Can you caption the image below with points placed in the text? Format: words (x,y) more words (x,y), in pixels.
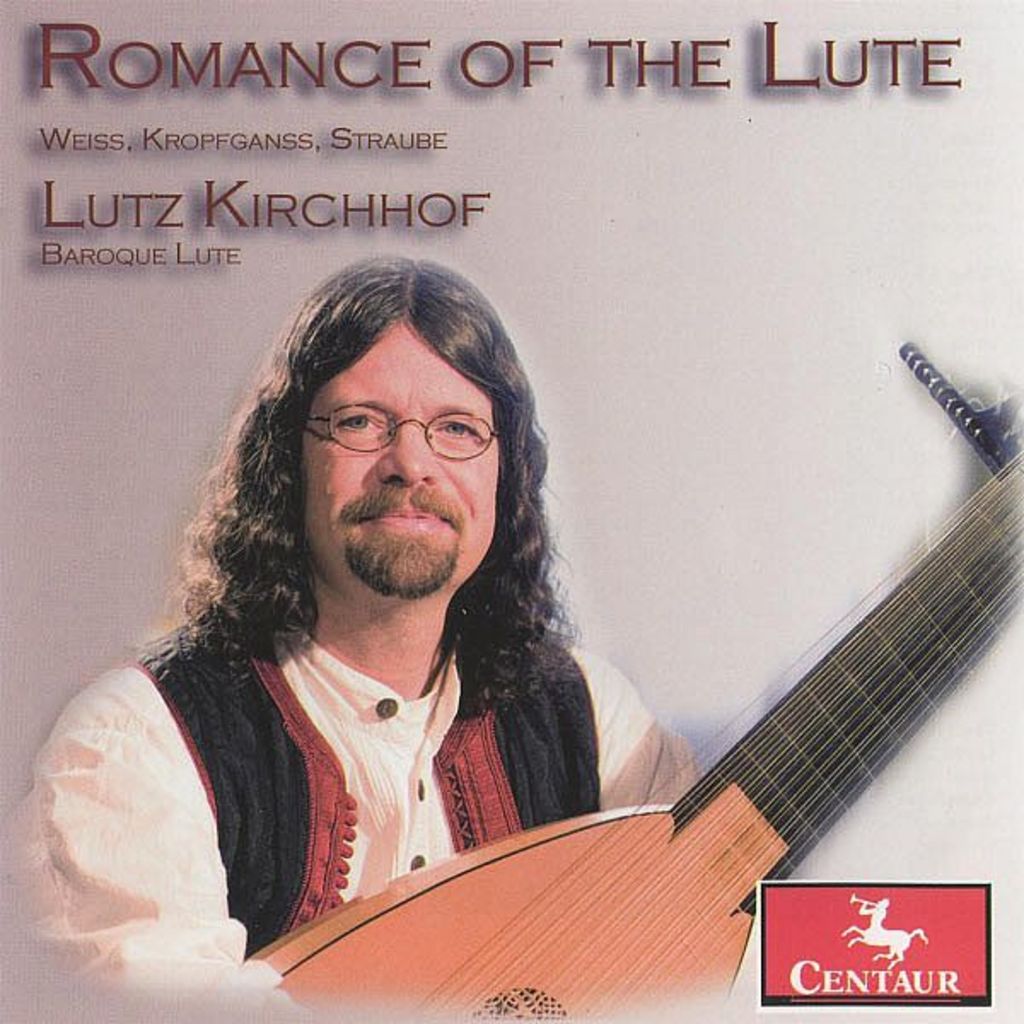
This picture consists of a poster (335,496). In this picture, we see a man (105,853) is holding a lute (410,921) and he is wearing the spectacles (451,452). He is smiling and he is posing for the photo. At the top (294,211), we see some text (379,141) written. In the background (566,247), it is in white and grey color.
